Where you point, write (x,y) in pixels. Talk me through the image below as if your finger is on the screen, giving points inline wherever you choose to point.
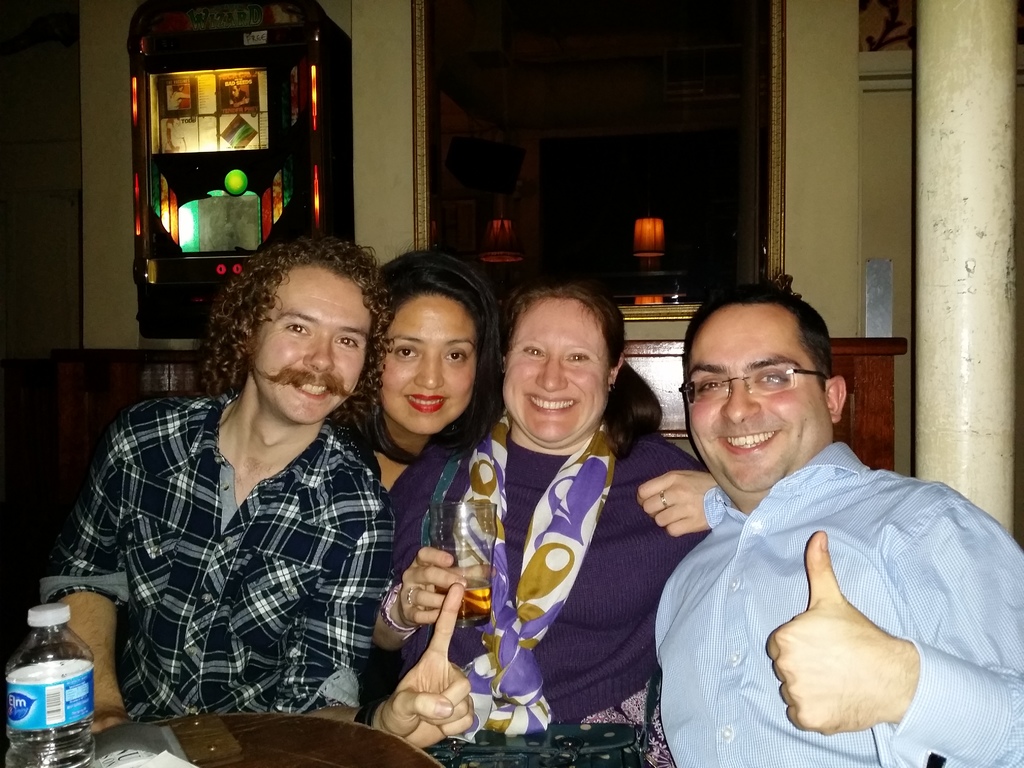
In this image there are group of person (605,552) sitting, there is a person (506,571) holding a glass (470,537), there is a water bottle (63,702) truncated, there are objects (276,740) truncated towards the bottom of the image (303,744), there is a pillar (980,240) towards the right of the image (955,62), there is a mirror (634,117), there is an object (209,129) on the wall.
